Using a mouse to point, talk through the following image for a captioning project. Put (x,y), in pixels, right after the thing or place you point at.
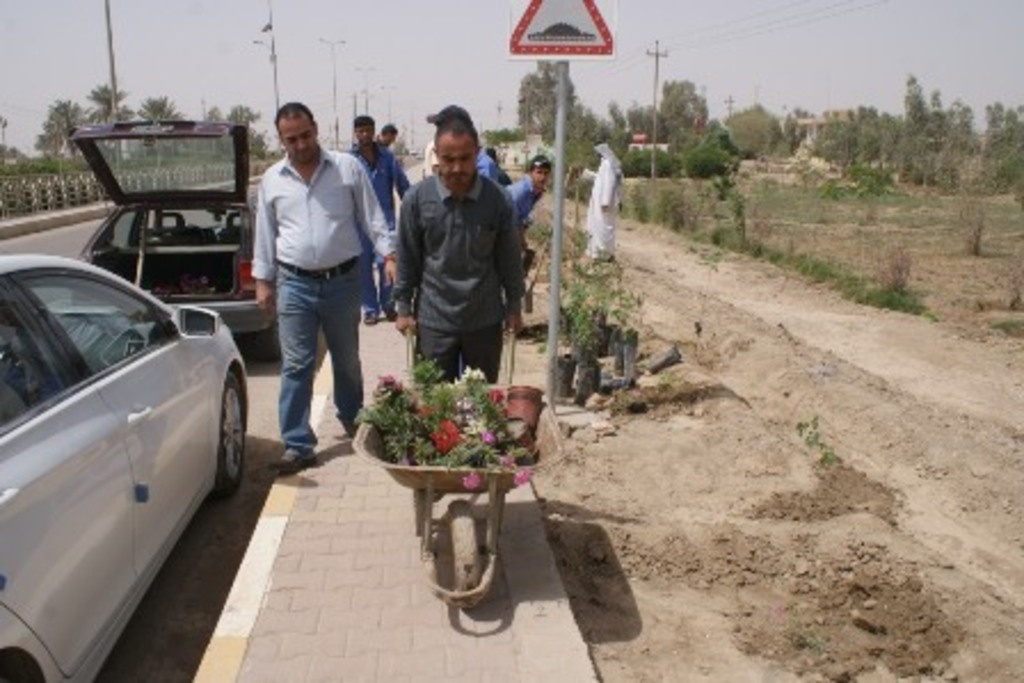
This picture is clicked outside. In the foreground (484,459) we can see a cart like object (371,436) containing the green leaves (450,404), flowers (468,406) and some objects (509,408). In the center (530,254) we can see the group of people (407,218) seems to be walking on a sidewalk (355,519). On the right (693,199) we can see the board (563,25) is attached to the pole (564,95) and we can see the plants (600,275) and a person (600,188) standing on the ground (635,259). On the right (882,280) we can see the grass (803,252), plants (902,277), trees (698,143), poles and some objects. On the left (229,227) we can see the cars (178,371) seems to be parked on the ground (187,595). In the background (208,45) we can see the sky (209,71), trees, poles (276,87), cables (806,11), buildings (818,119), metal rods (71,188) and some objects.
